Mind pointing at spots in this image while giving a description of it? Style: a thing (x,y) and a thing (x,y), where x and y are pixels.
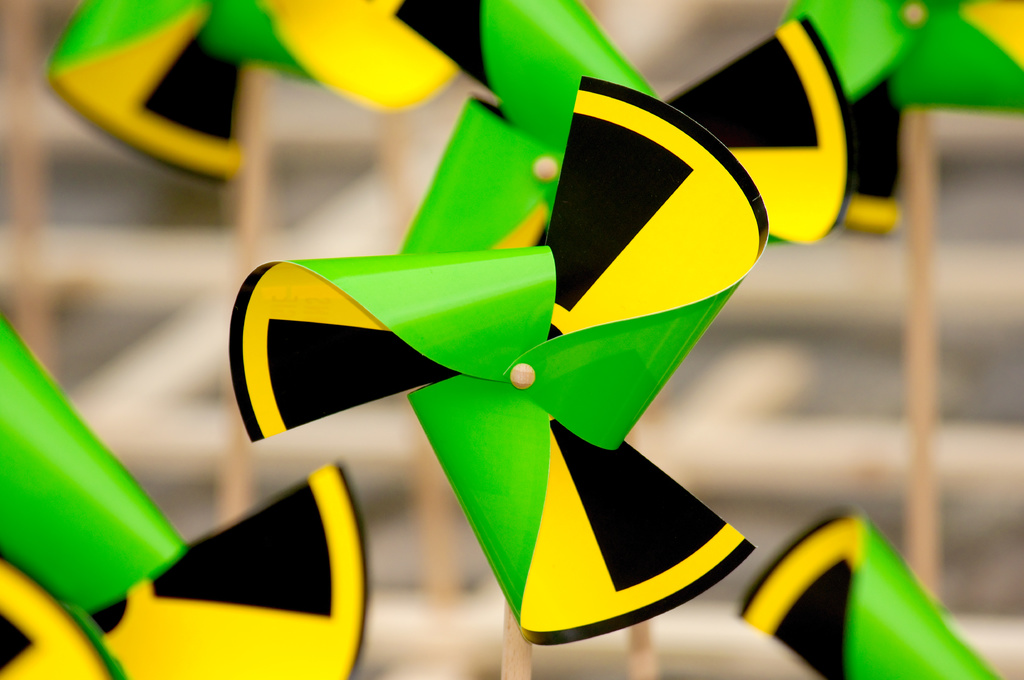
In this image we can see the yellow, green and black color pinwheel (439,384). The background of the image is blurred, where we can see a few more pinwheels (889,137).
